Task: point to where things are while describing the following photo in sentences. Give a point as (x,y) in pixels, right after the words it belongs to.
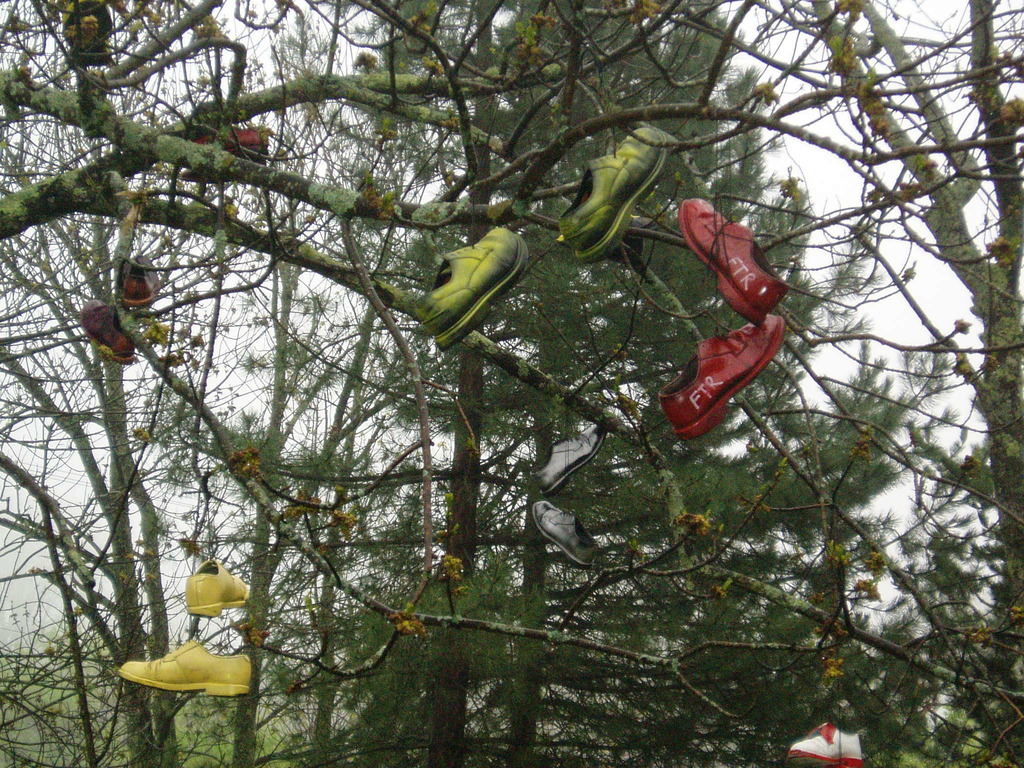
In this picture I can see pairs of shoes (573,243) hanging to the branches (603,424) of the trees (135,477), and in the background (45,284) there is sky (984,236).
